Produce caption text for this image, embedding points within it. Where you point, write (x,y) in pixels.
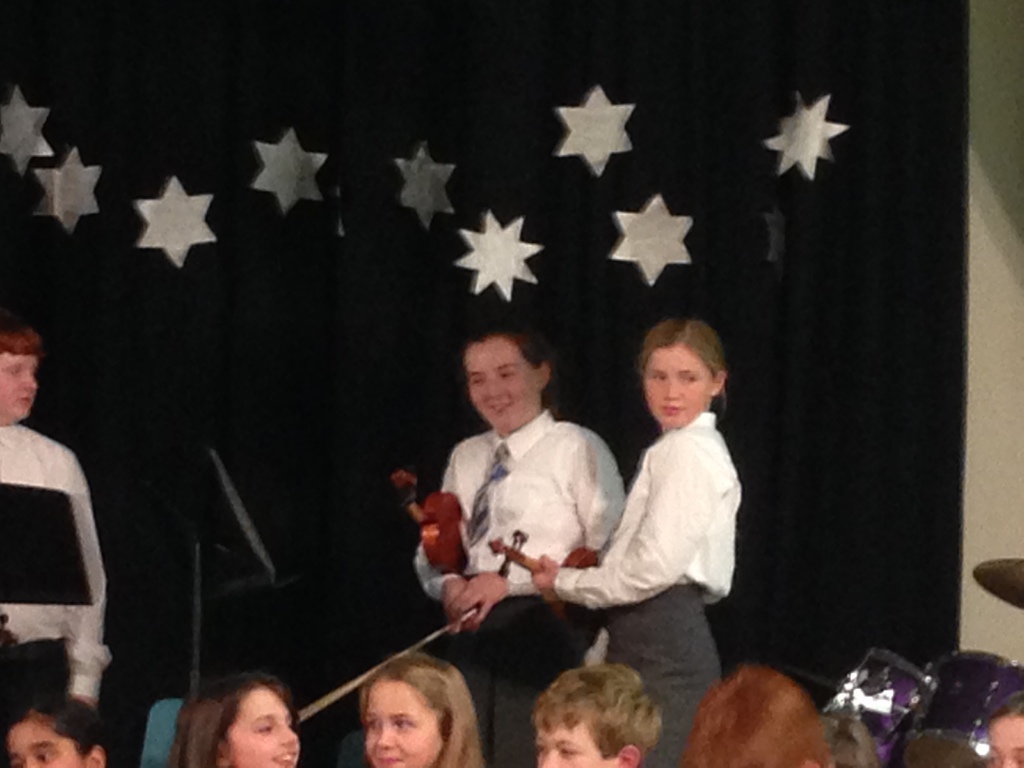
In this picture there are two girls (545,493) on the stage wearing a white color shirts (623,539), holding a violin (448,566) in the hand (502,589) and looking on the right side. Behind there is a black curtain (438,262) with stars (487,252). In the front (282,687) we can see a group of small children (364,735) sitting down.
